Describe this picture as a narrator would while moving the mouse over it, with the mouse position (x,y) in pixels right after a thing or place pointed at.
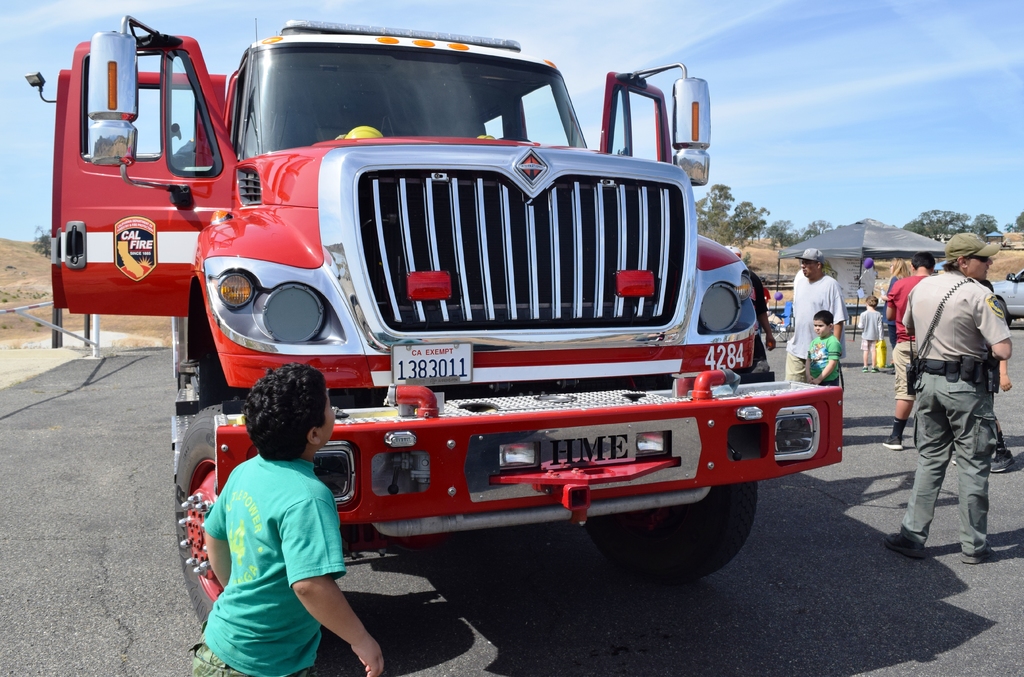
In this image in the front (337,417) there is a person (292,516) wearing a green colour t-shirt (295,557). In the center (444,339) there is a vehicle (444,339) which is red in colour with some text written on it. On the right side (826,303) there are persons (864,311) standing, there is a tent (866,242) which is black in colour and there is a car (1006,295) on the road (22,570). In the background (761,216) there are trees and the sky (897,80) is cloudy.
